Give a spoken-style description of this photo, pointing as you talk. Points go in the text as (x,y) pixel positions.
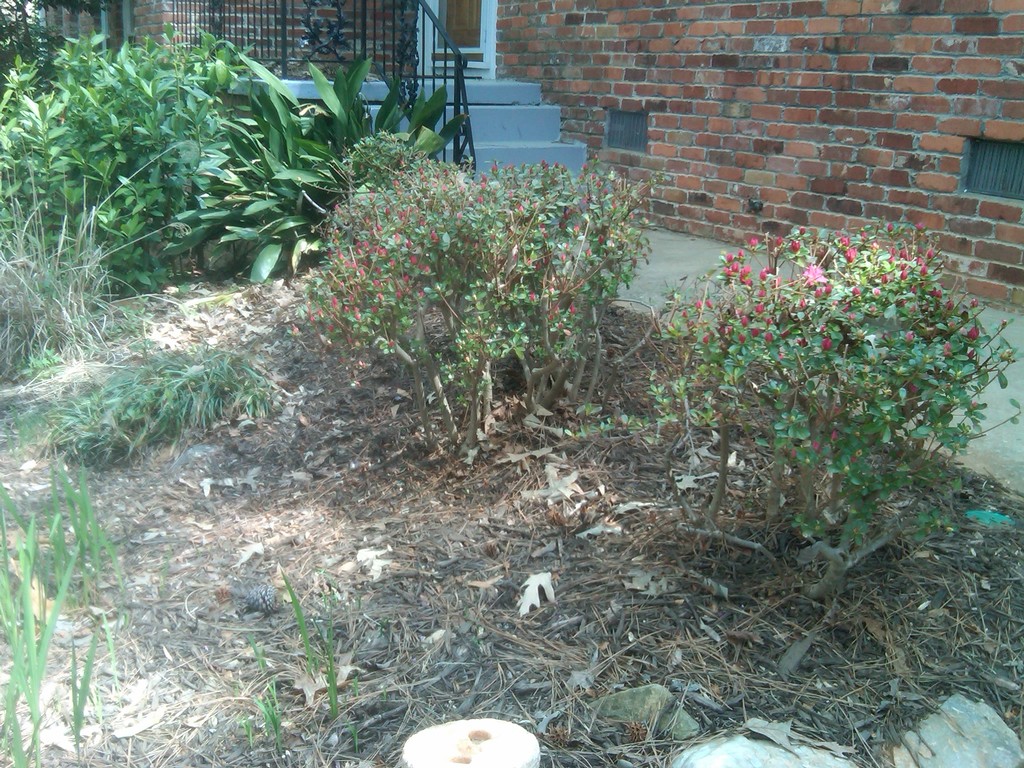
In this picture, we can see the wall (803,62) with door (488,40), stairs (576,146), railing (437,76), path (1009,398), and we can see ground (540,578) with dry leaves (427,489) and some plants (472,428) with flowers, grass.
